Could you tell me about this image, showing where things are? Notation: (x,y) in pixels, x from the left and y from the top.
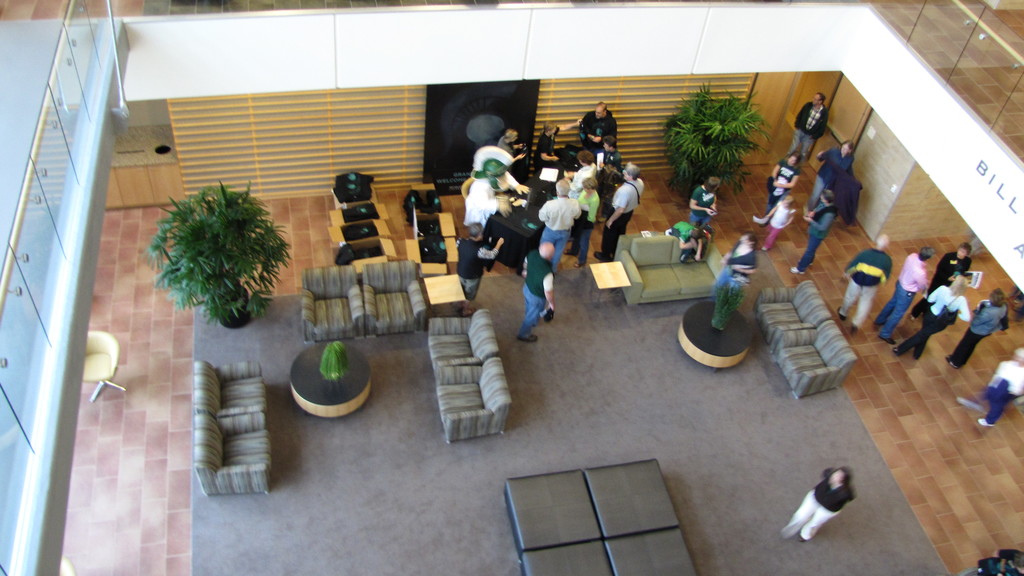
In this picture there are few persons (768,237) standing and there are few sofas (829,350).
